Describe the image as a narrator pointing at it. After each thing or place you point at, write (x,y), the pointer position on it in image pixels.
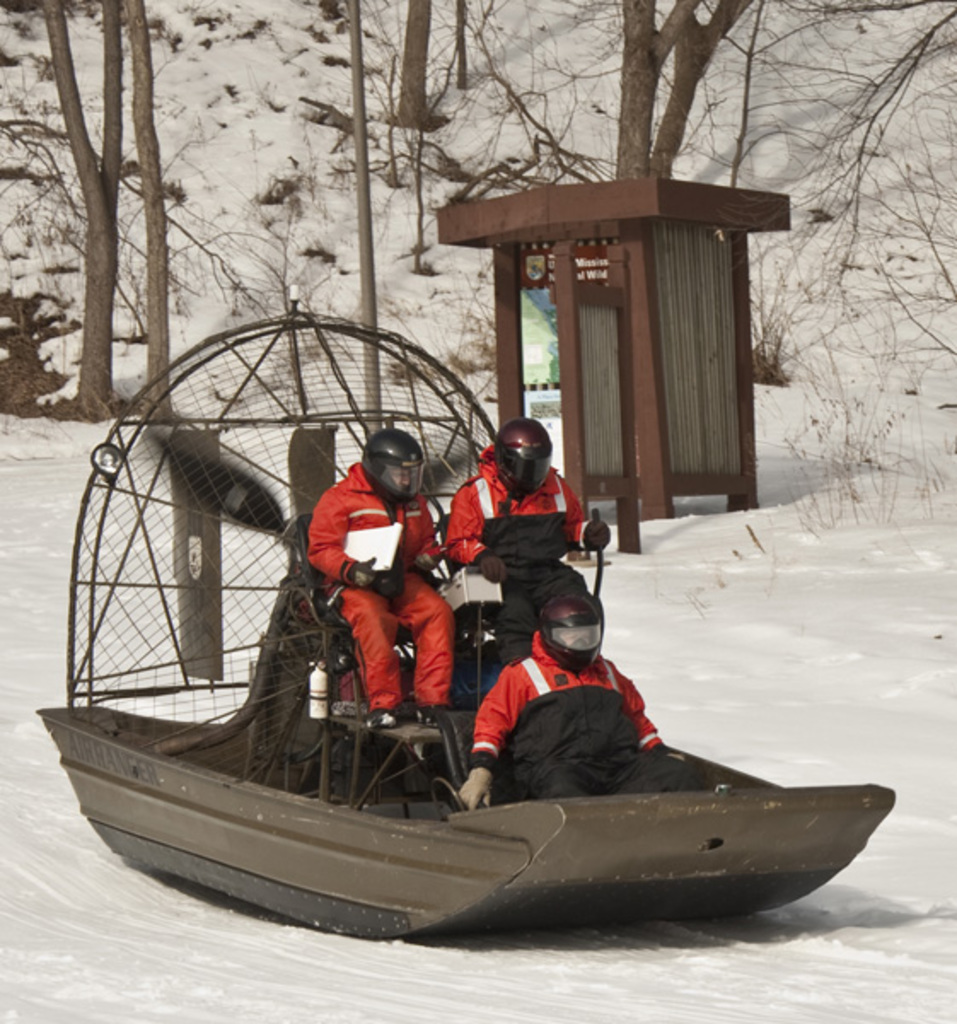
In the foreground of this image (359,320), there are three people (575,717) on the snow vehicle (566,859) like an object (411,855) which is having a propeller (197,501). At the bottom (315,1003), there is the snow (516,1003). In the background (647,357), it seems like a shelter (660,298) and trees (7,172) at the top (420,93).
